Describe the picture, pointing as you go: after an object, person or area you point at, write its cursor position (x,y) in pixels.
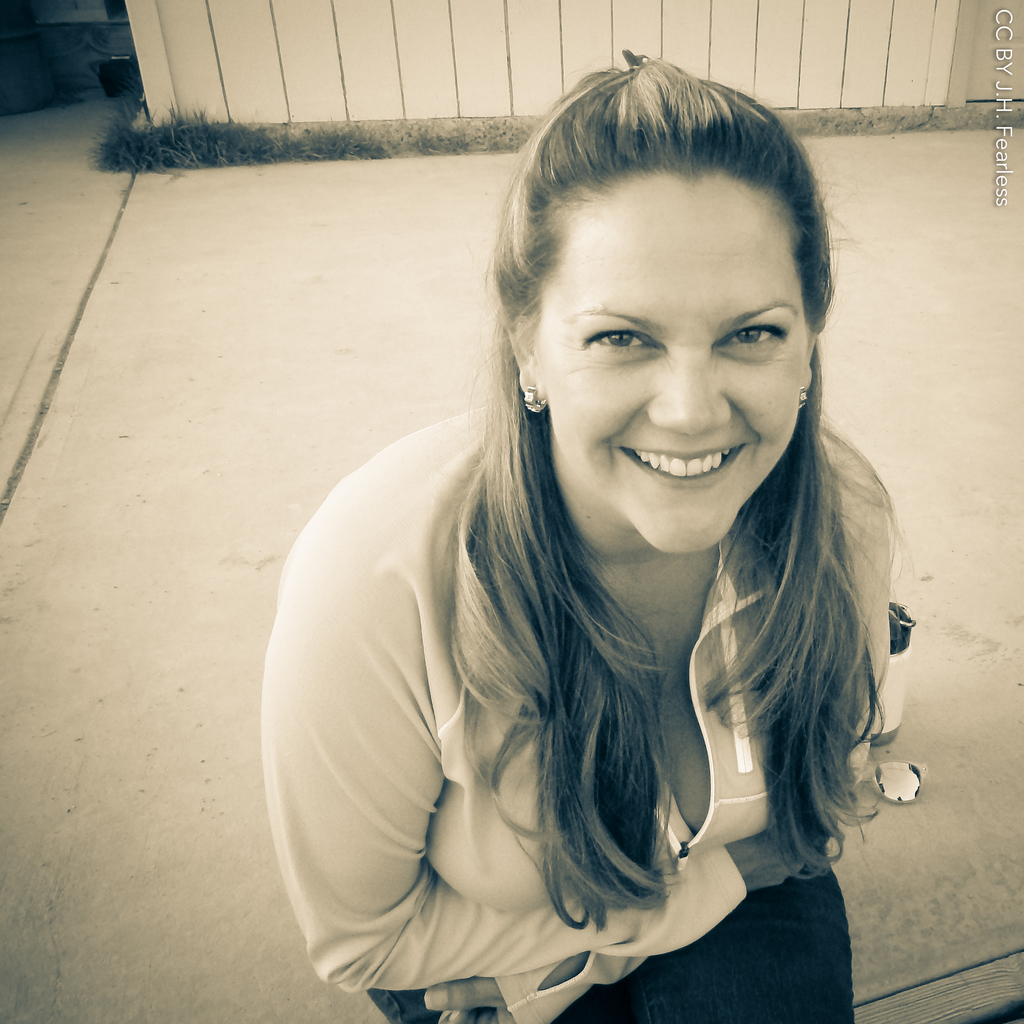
In the image we can see a woman (367,600) sitting, she is wearing clothes (515,864) and earrings (535,398), and she is smiling. There is a bottle (894,705), footpath (261,492), watermark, grass (207,146) and a fence (296,66).
